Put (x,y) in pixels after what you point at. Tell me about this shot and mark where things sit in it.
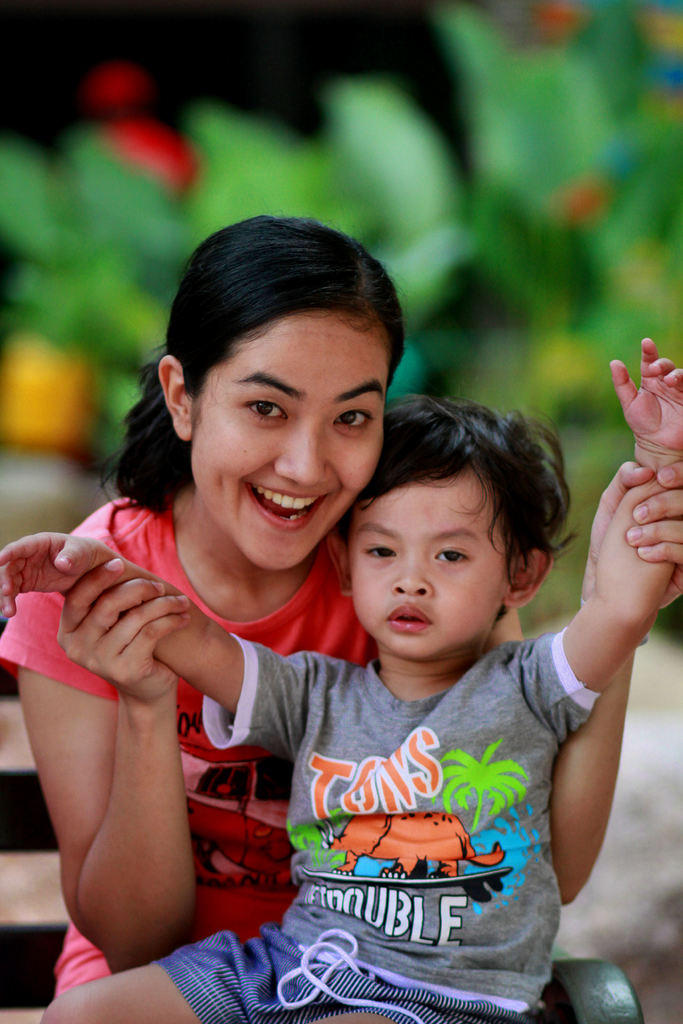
In this picture there is a woman (170,807) wearing a pink color t-shirt (277,783) sitting on the bench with small boy (472,923), smiling and giving pose into the camera. Behind there is a blur background (568,182).
